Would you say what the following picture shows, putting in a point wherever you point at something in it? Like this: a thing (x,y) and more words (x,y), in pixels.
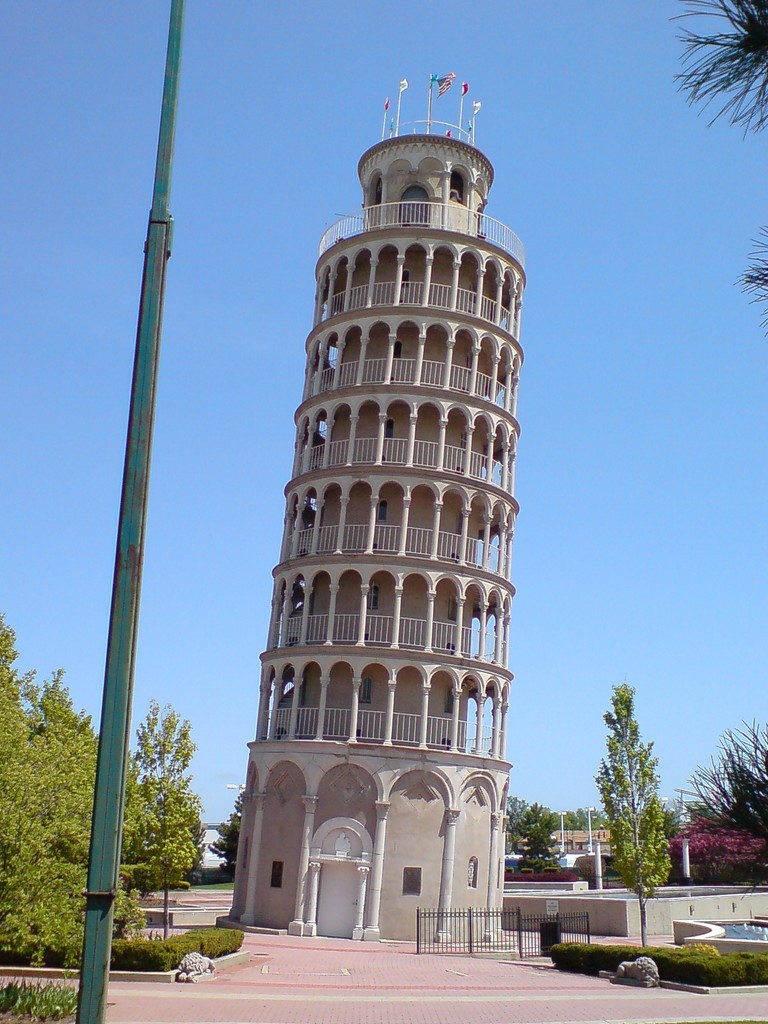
As we can see in the image there are buildings (373,587), trees (2,805), fence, plants (731,957) and water (741,928). At the top (555,104) there is sky (494,59) and there are flags (435,79).
